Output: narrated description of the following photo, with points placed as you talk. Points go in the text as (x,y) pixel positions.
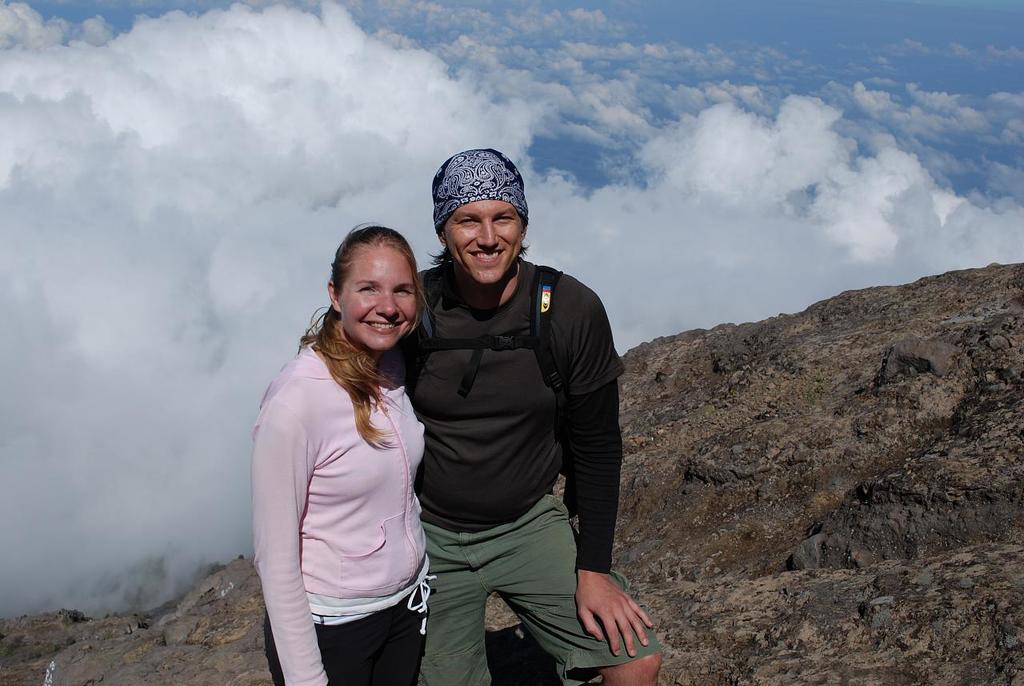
In this image I can see a woman (299,684) and a man (460,214) and both of them are standing on a rock (1004,420) and both of them are smiling. The woman (377,338) is wearing a pink top (296,561) and a black pant (416,617) and the guy (445,581) is wearing a black t-shirt (428,427) and green shorts (460,584) and the guy (533,377) is also wearing a bag (513,346) and a bandana (438,207) on his head (481,225). In the background (483,81) I can see the sky (45,424) is full of clouds (398,58).
